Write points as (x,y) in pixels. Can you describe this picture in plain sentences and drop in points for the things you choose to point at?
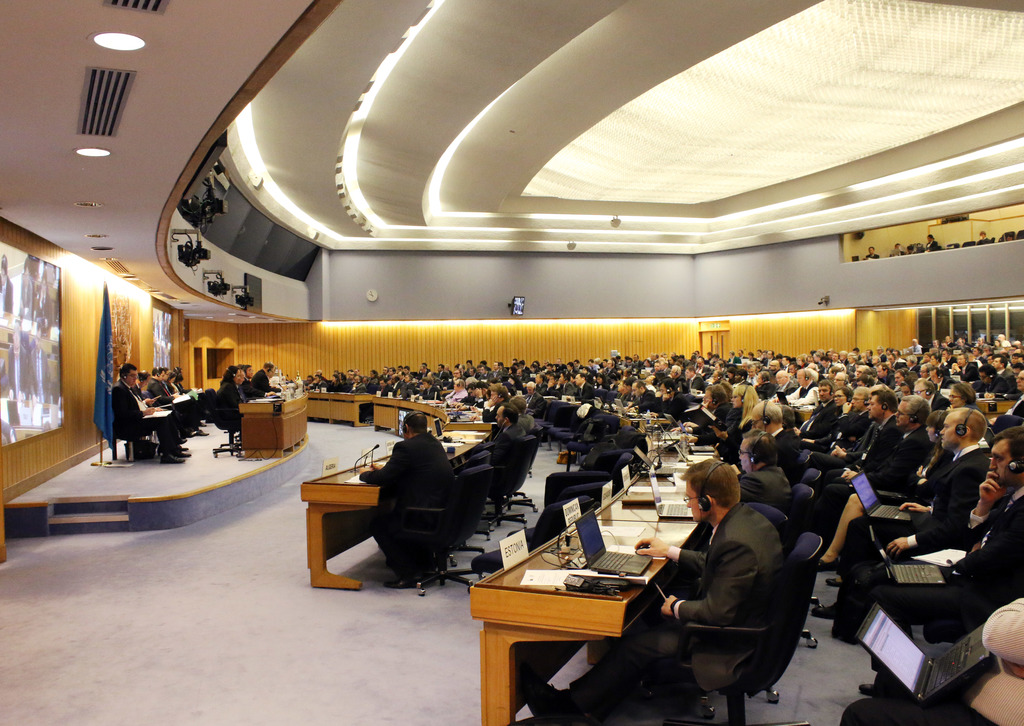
In this image we can see a group of people (462,404) wearing the headset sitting beside the table (635,604) containing some laptops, papers (561,582) and the mic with stands (557,545). In that some are holding the laptops (870,629). We can also see the flag (101,398), a board (32,372) and a device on a wall (495,324), some lights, windows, door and a roof (365,129) with some ceiling lights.
